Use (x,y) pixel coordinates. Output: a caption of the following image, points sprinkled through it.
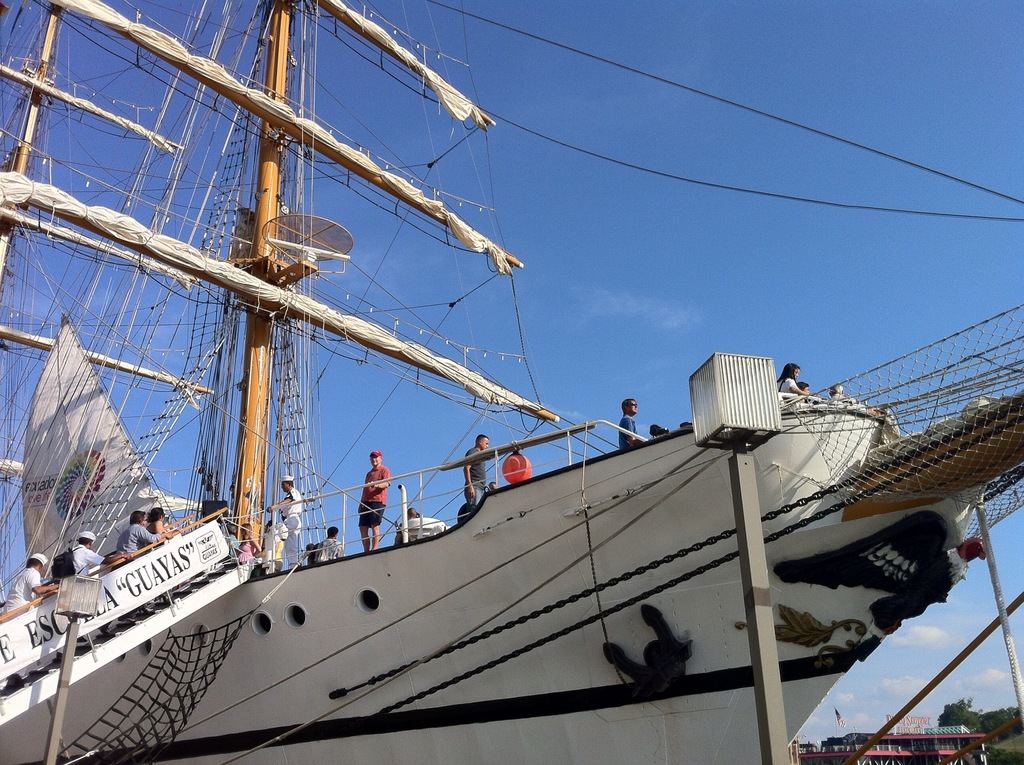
In this image I can see a ship (351,683). On the left side (143,532) there are few people (140,526) walking on the stairs (46,667). On the ship (315,568) few people (335,526) are standing. At the top of the ship (282,128) I can see a pole (256,382) along with the ropes (227,321). In the bottom right (955,752), I can see a building (940,728) and trees (958,723). At the top of the image (710,214) I can see the sky (641,288).
